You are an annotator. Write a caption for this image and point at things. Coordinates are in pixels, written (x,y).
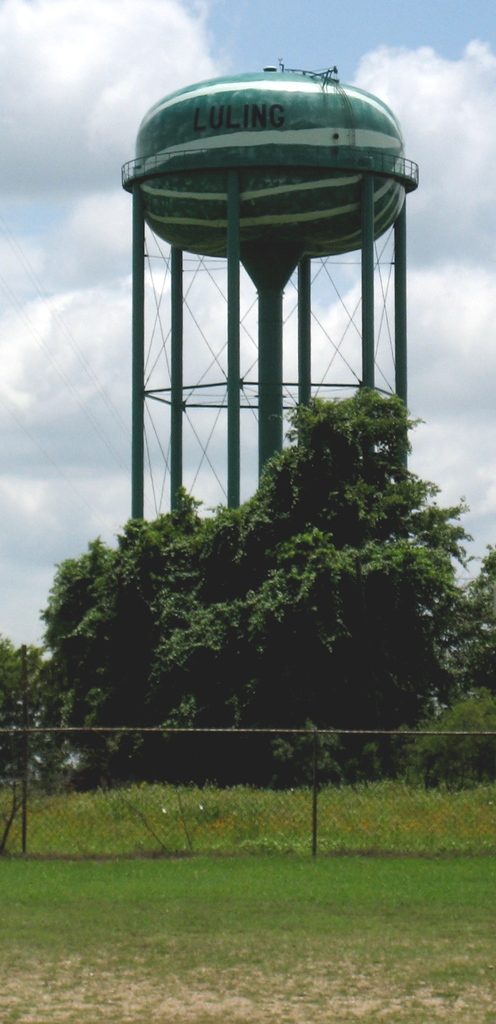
In this image at front (480,884) we can see fencing (23,732) and there's grass (219,861) on the surface (241,958). At the back side (264,664) there are trees (208,519) and water tank (316,81). At the background (161,310) there is sky (80,448).
